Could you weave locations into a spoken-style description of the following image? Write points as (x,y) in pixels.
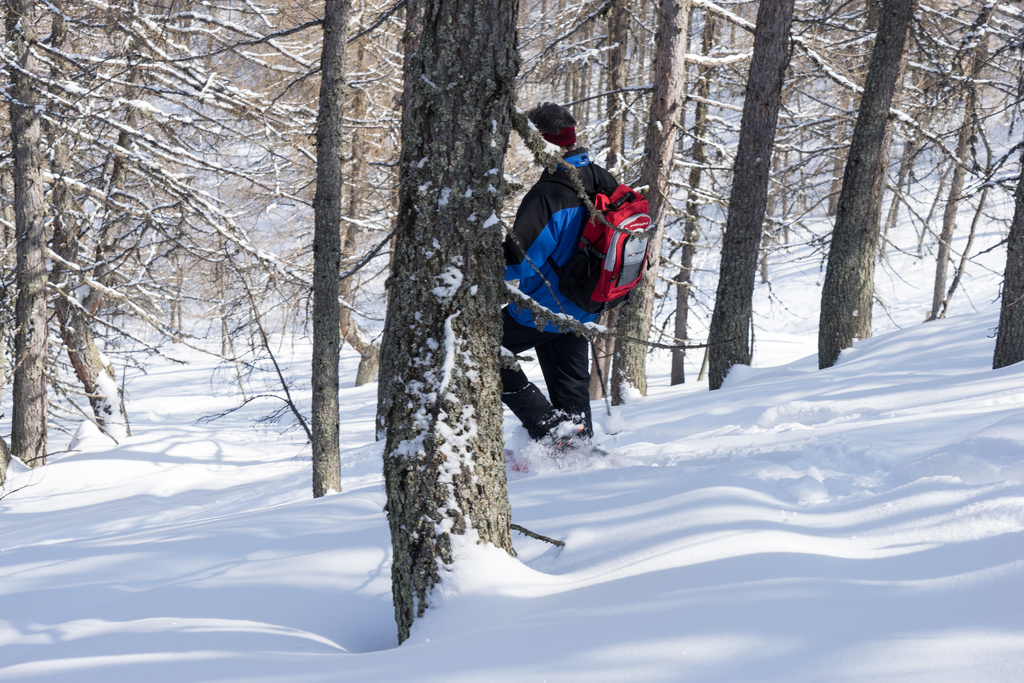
In this picture we can see a person (567,304) carrying a bag (644,244) and walking on snow (913,410) and in the background (110,236) we can see trees (233,121).
